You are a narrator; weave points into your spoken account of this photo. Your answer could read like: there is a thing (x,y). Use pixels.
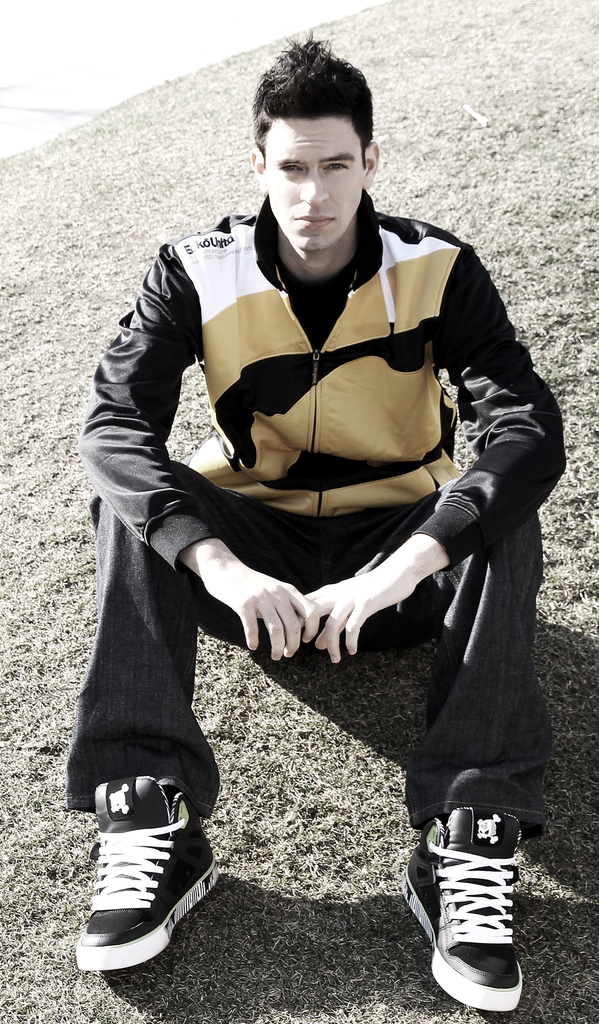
In this image we can see a man (509,524) sitting on the grass (11,950). He is wearing a jacket (268,406) and a pant (197,733). Here we can see the shoes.
